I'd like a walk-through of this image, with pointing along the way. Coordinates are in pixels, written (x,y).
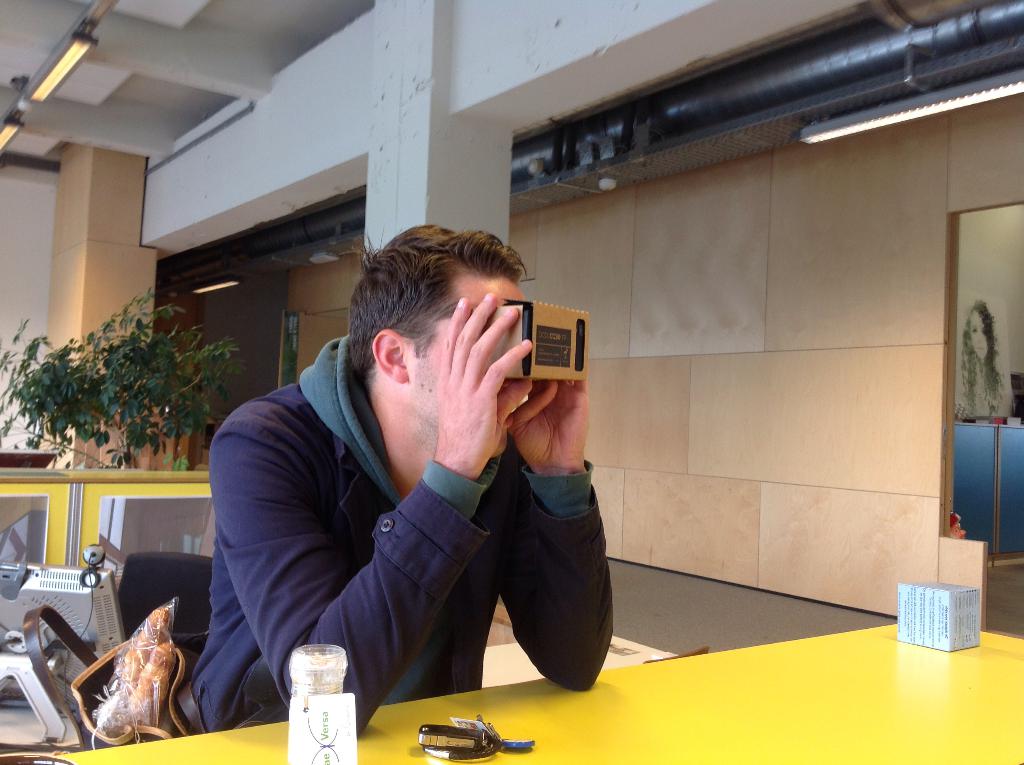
This is the picture of a place where we have a person (332,557) who is holding something and sitting in front of the table (1012,741) on which there are some things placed and behind there is a plant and some other things (79,592) around.
